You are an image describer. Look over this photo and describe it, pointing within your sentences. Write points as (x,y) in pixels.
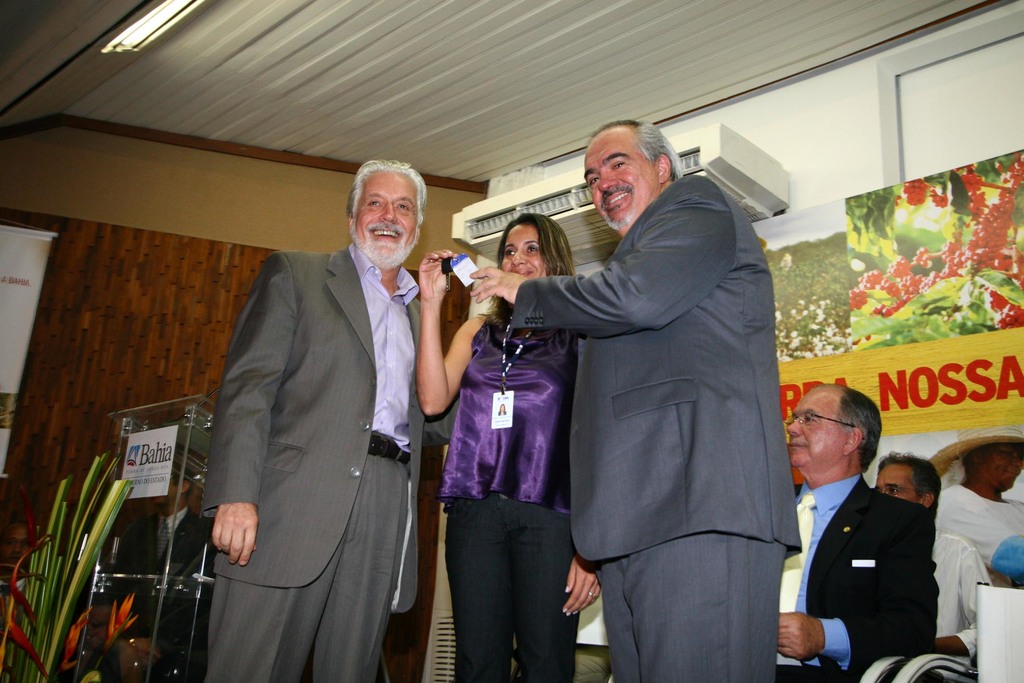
In this picture we can see three persons (614,427) standing and smiling, in the background (859,520) there are some people (872,527) sitting, there is a plant (92,671) on the left side (60,664), we can see the ceiling (263,145) at the top of the picture (163,23), there is a light (158,11) here, we can see a board (905,242) here.
